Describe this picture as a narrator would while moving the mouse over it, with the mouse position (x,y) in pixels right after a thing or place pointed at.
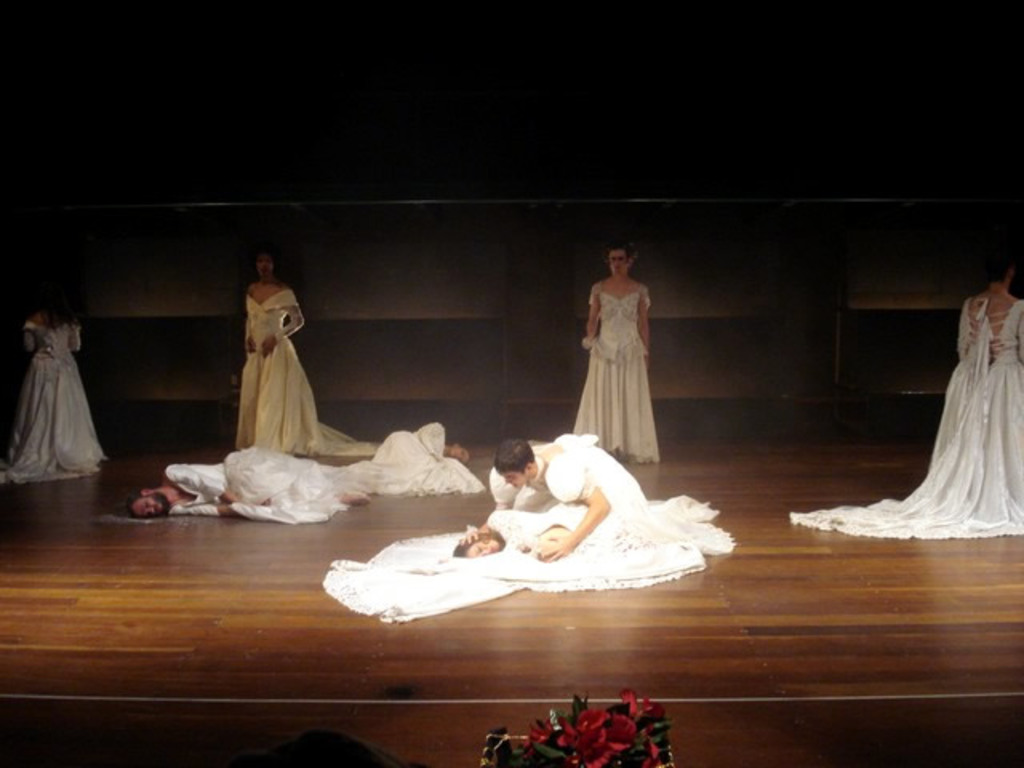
In this picture we can see some people (617,409) performing on the stage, these people (65,386) wore costumes (300,366), there are three persons (616,577) laying, at the bottom (622,744) we can see flowers (611,738) and leaves (562,756).
